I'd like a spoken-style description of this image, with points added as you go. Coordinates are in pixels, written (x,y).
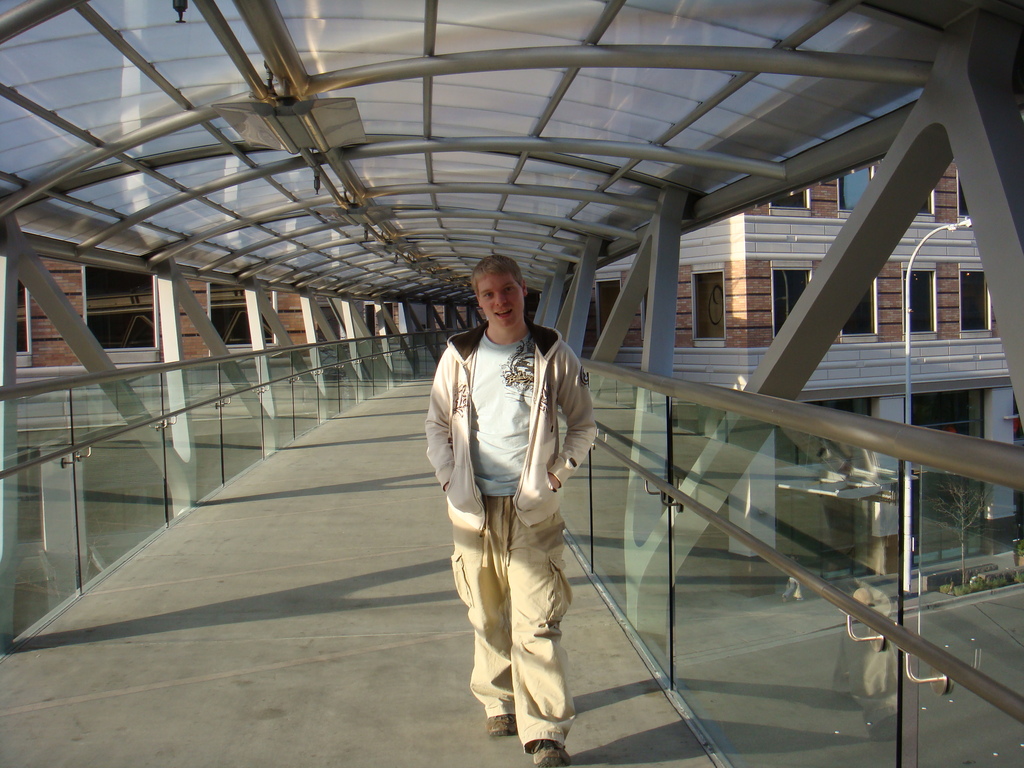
In this picture there is a man (552,399) who is wearing jacket (577,359), t-shirt (507,447), trouser (516,631) and shoe (550,755). He is standing near to the glass fencing (823,533). At the top (754,141) there is a shed (555,101). In the background (596,285) I can see the buildings (1000,487). In the bottom right corner (860,602) I can see a reflection (877,692) of the man (515,517) on the glass (836,663), besides it there is a pole (907,575) and plant (948,591).
